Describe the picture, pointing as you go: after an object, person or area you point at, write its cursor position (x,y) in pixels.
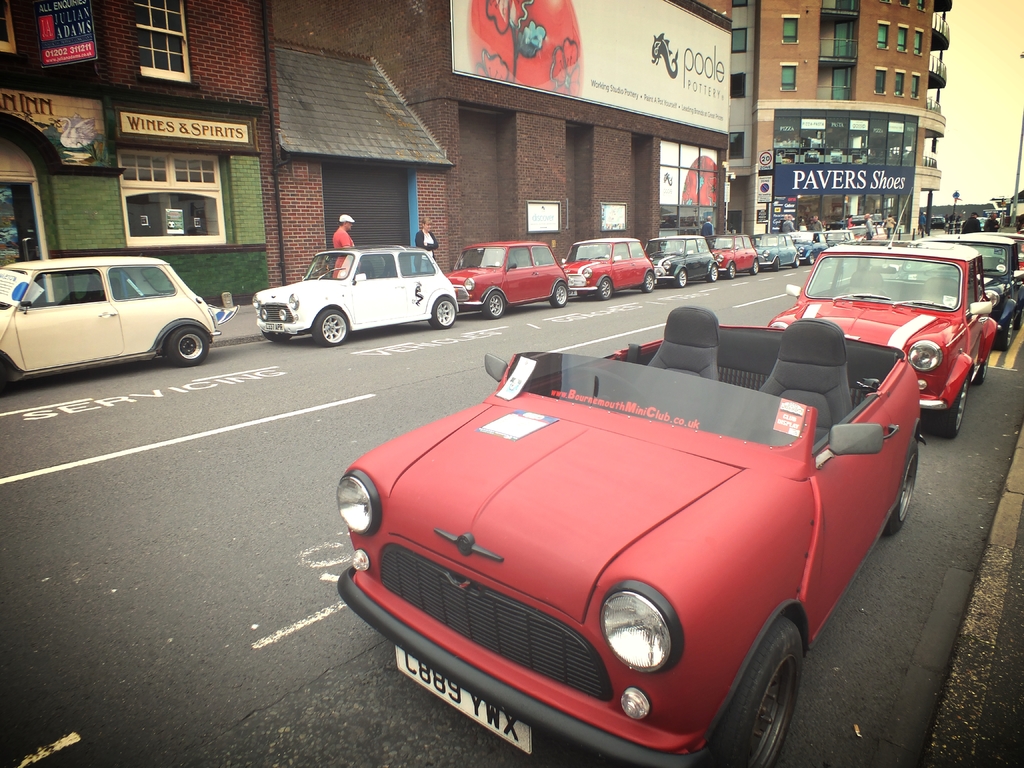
In this image there are cars (383,303) on the road (466,362) in the center (487,282) and in the background (486,159) there are buildings (555,142) and there are boards (575,96) with some text (622,86) written on it and there are persons (349,237) standing and walking.
